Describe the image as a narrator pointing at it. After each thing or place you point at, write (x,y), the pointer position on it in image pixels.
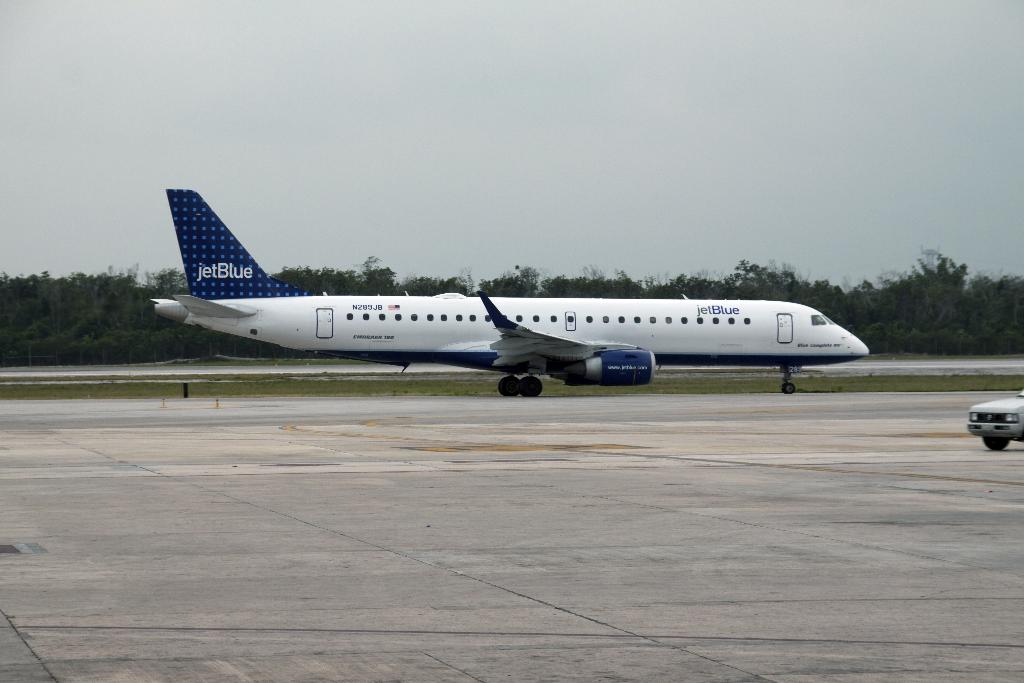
In this image we can see a flight (589,321) with something written on that. In the back (620,285) there are trees (934,308) and sky (794,185). On the right side (1008,409) we can see a car (995,406).
